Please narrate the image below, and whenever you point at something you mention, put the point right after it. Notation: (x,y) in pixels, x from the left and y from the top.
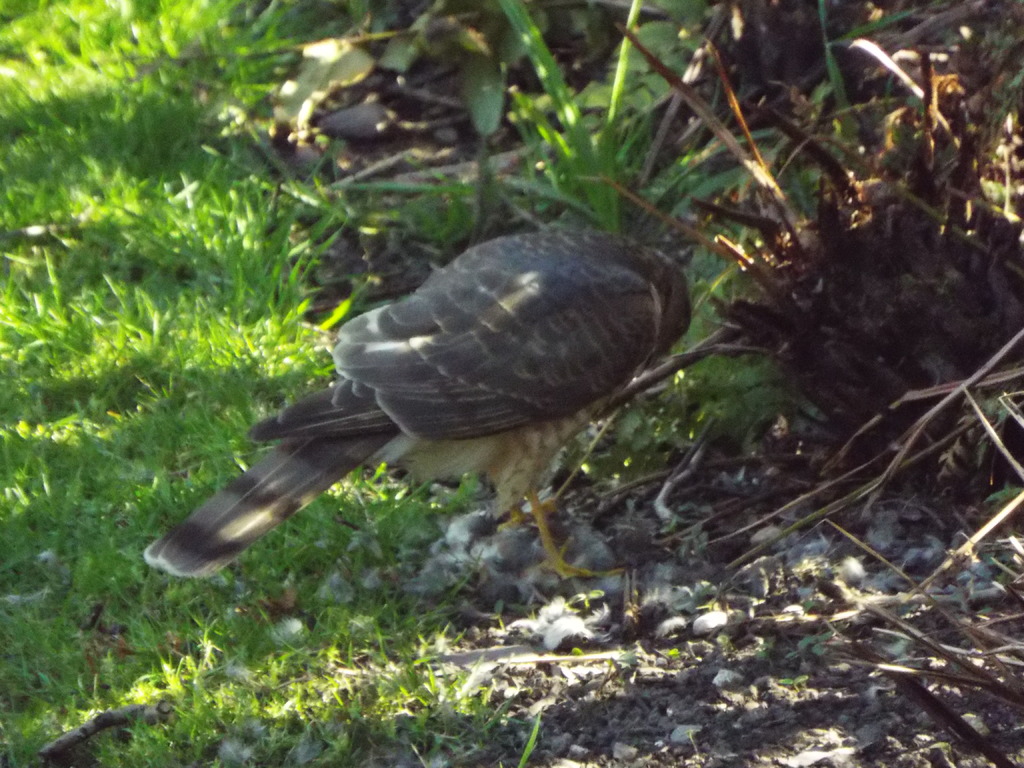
In this image we can see a grey and black color bird (530,436) is standing on the land (701,585). Left side of the image (181,274) grass (179,319) is present.
